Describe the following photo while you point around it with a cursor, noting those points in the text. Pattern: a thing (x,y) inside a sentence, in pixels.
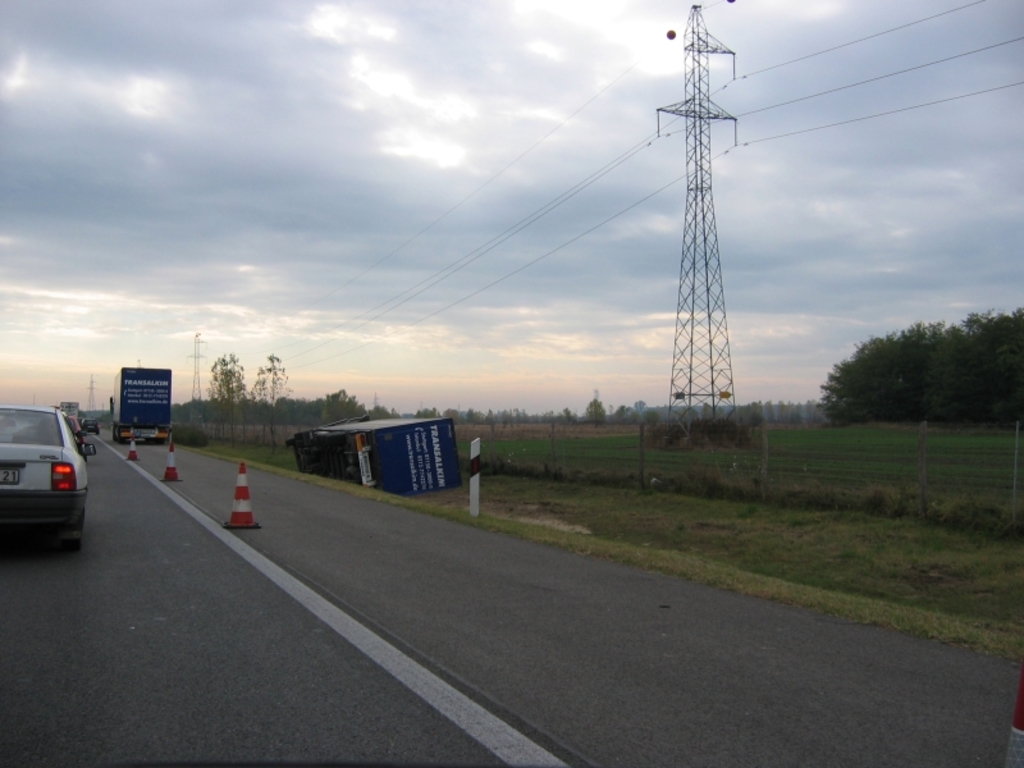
This image is clicked outside. There are trees (717,408) in the middle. There is sky (580,186) at the top (651,203). There is a tower (713,394) in the middle (676,378). There are cars (76,464) on the left side (54,520).
